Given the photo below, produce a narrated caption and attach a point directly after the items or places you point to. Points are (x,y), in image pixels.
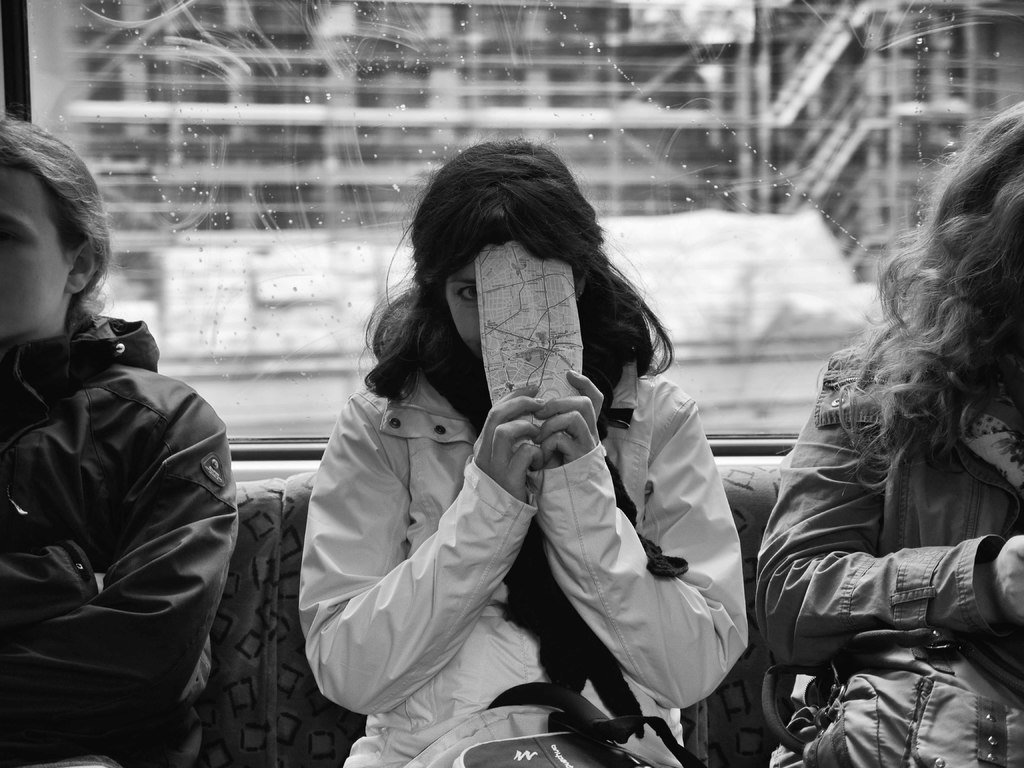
In this picture we can see few people (517,684) are sitting, among them one woman (528,530) is holding paper (517,333), behind we can see a glass (366,165).
